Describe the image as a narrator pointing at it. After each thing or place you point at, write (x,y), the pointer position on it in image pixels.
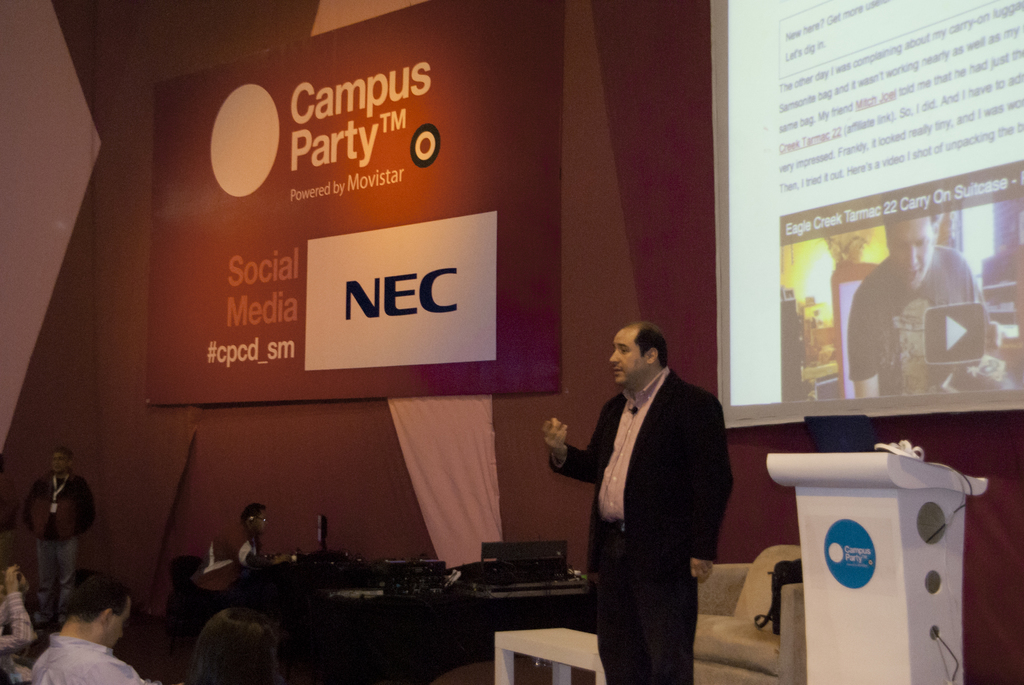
In this image there is a person (671,511) standing on the stage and delivering a speech, behind the person (650,453) there is a screen (764,188) on the wall (665,250), beside the person (634,550) there is a chair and the table (471,592) with few equipment (452,583) on the table (452,597), in front of the person (628,576) there are a few audience (78,649) seated on the chairs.
